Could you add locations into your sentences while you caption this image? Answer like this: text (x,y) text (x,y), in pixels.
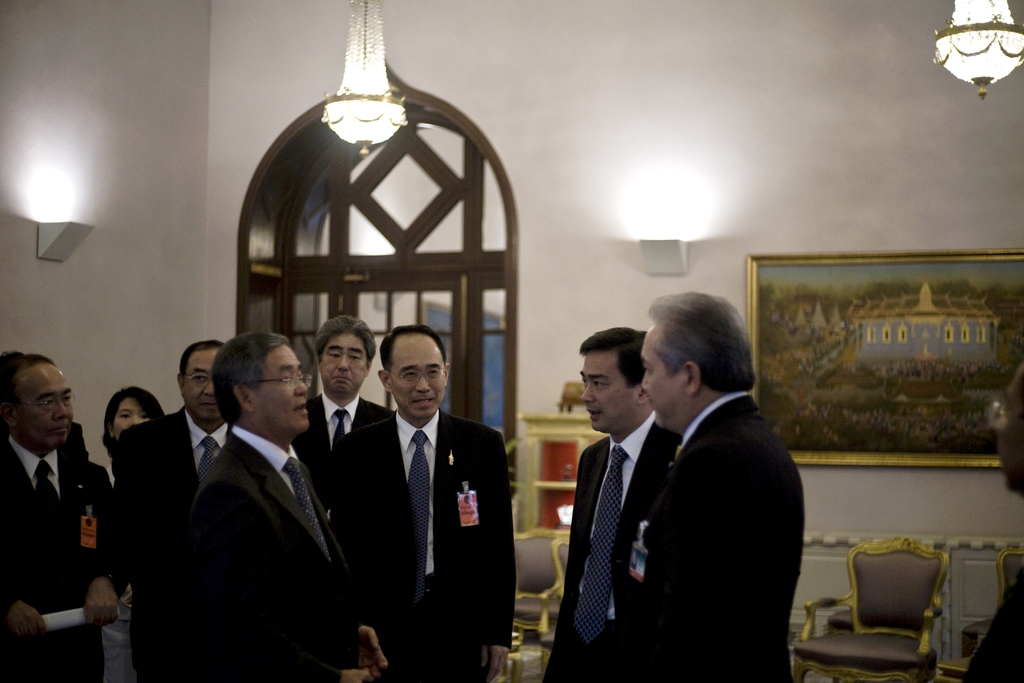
In this image we can see many people (248,503) are standing. And we can see some of them wearing spectacles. And we can see they are wearing identity cards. And we can see the chairs (535,559). And we can see the hanging lamps (962,51). And we can see the lights (672,236). And we can see one painting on the wall (137,322). And we can see cupboard (556,469). And we can see one object (564,389) on the cupboard (541,485). And we can see the door (420,315). And we can see one woman (134,405) behind them.
